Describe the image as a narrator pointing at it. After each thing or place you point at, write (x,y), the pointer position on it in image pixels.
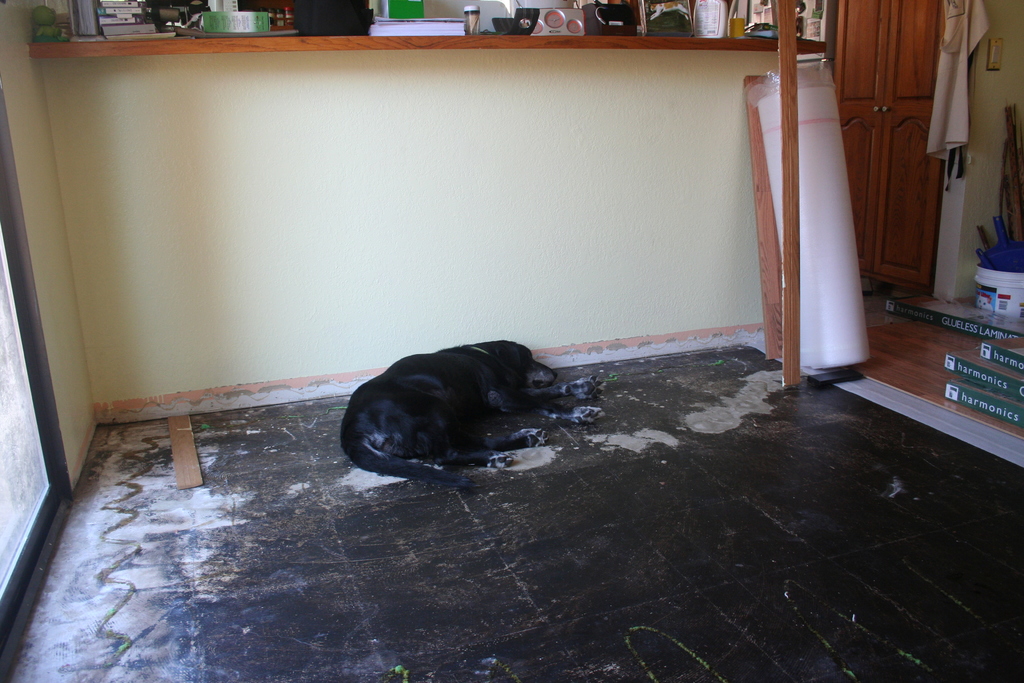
This image is taken indoors. At the bottom of the image (259,552) there is a floor (664,525). In the background (436,159) there is a wall (169,313) with a door (887,234) and a shelf (486,44). There are many things (836,328) on the floor (881,497). In the middle of the image (517,372) a dog (517,391) is lying on the floor (821,504). On the right side of the image (1020,300) there is a bucket (1008,286) with a few things (1005,261) in it.
